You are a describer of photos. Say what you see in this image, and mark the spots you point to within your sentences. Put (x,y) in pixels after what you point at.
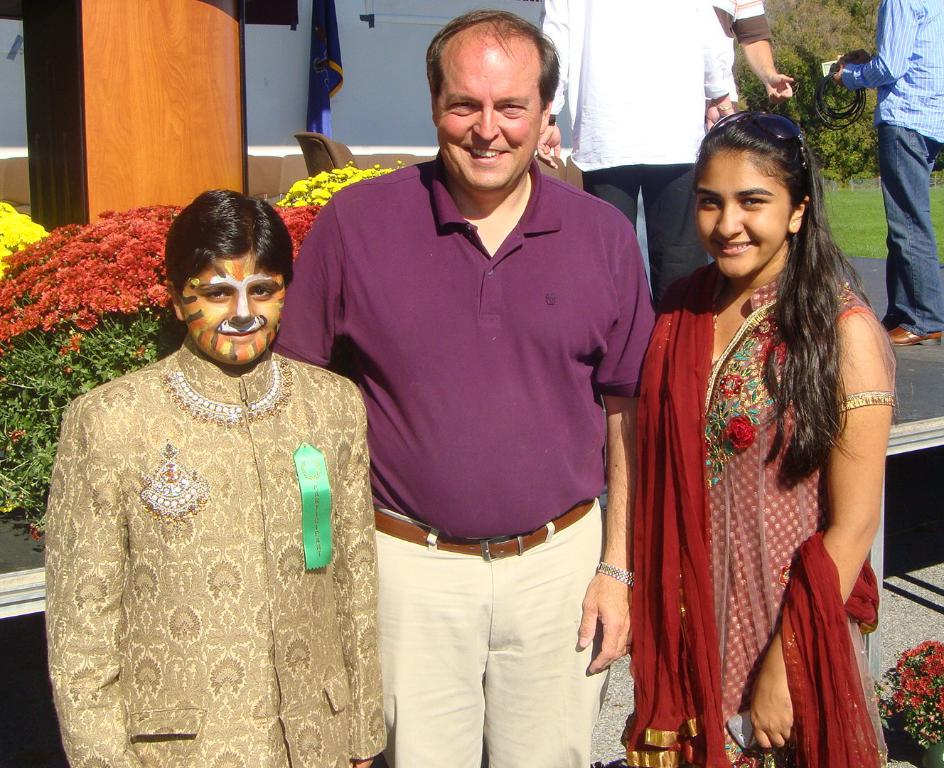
In the image there are three people (297,363) standing in the foreground (496,290) and posing for the photo, behind them there are many flowers (118,259) and some other people (894,164). In the background (881,223) there is a grass surface (881,223) and behind the grass surface (823,189) there are trees (803,105).
